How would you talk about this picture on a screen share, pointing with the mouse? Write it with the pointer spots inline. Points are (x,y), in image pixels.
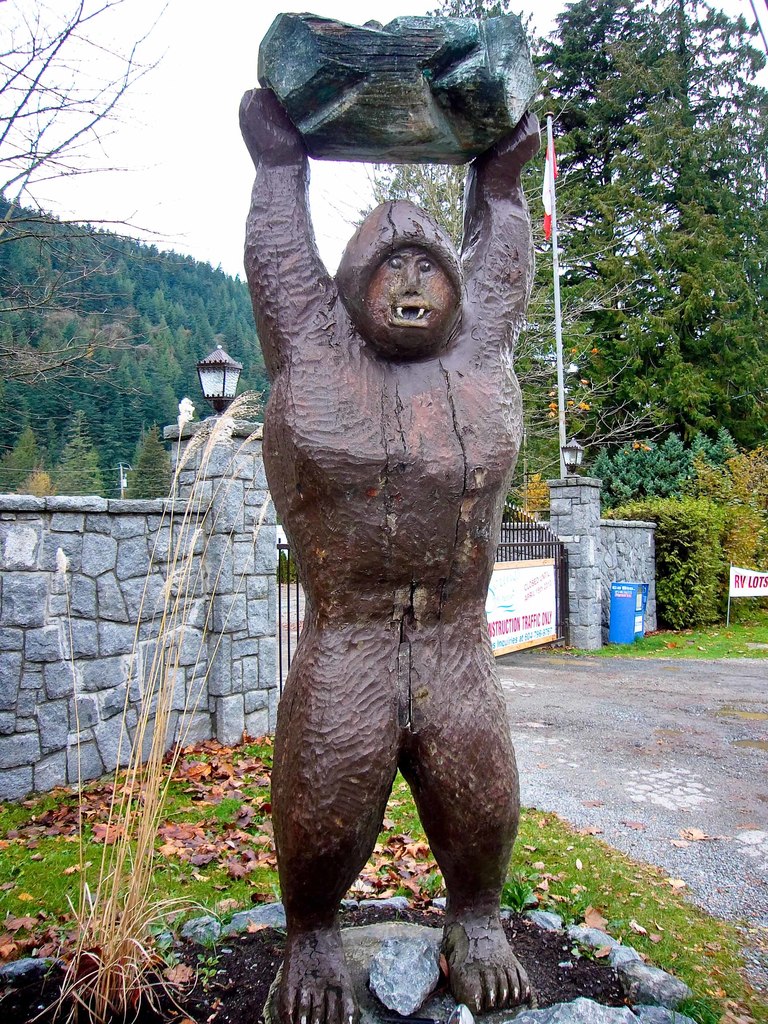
This image is taken outdoors. At the top of the image (153,128) there is the sky (133,143). In the background (73,312) there are many trees (145,312) with green leaves (684,449), stems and branches (605,87) and there are a few plants (658,496). There is a flag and there are two lights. There is a wall (186,595) and there is a gate (558,584). There is a board (539,565) with a text (541,582) on it and there is a banner (740,575) with a text (751,581) on it. At the bottom of the image (640,870) there is a ground (659,899) with grass (633,877) on it and there are a few dry leaves (169,821). In the middle of the image (404,475) there is a statue (371,497) of a monkey (351,848) holding a rock (346,83) in the hands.
